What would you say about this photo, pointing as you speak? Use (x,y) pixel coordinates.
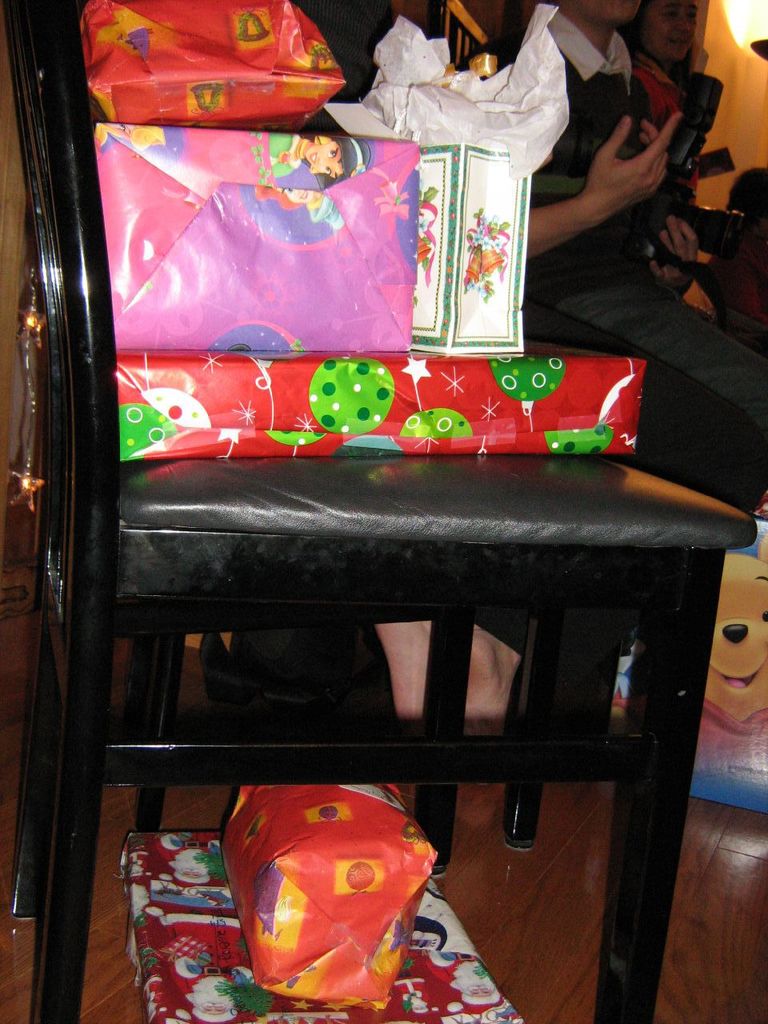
In the image we can see chair (363,491), on chair (330,536) we can see gift packets (243,336). In the background (582,122) they were two persons (610,122) sitting. And in the bottom (177,884) we can see two more gift packets (328,881).
